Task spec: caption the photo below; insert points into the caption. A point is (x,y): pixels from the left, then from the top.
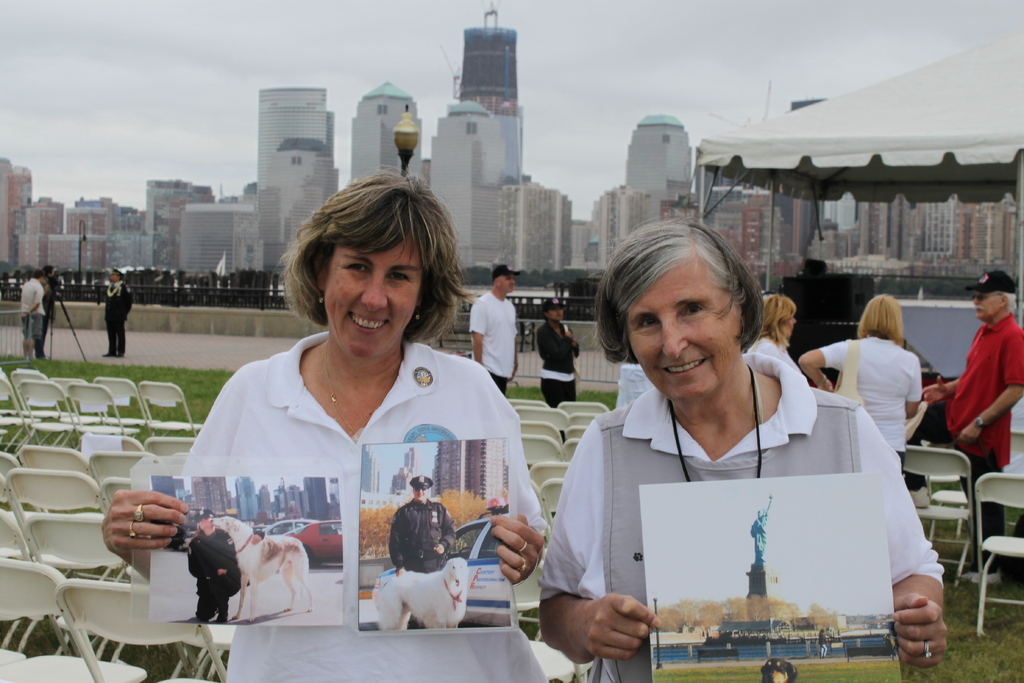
In this image we can see a few people (351,350) standing, among them two people (484,426) are holding photographs (381,461), there are some chairs (151,444), buildings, fence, pole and a light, in the background (142,54) we can see the sky (417,89).
